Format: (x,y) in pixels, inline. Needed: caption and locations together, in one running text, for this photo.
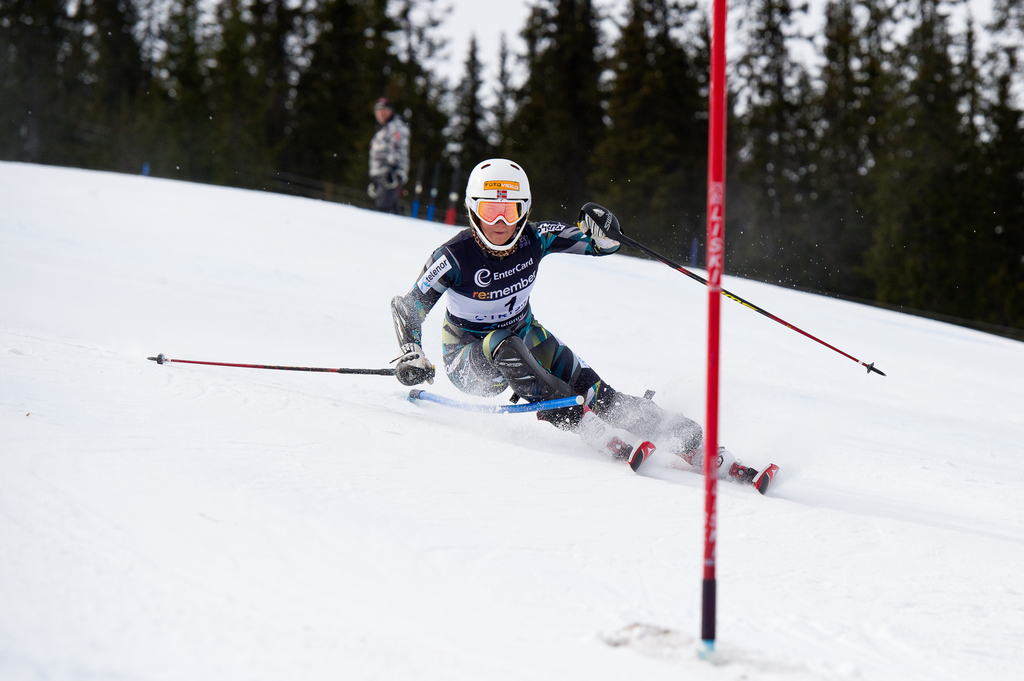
In this image we can see a person (460,269) wearing gloves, goggles (492,210) and helmet (510,174). And he is holding ski sticks (615,223) and skiing with a ski board (650,451) on the snow (499,547). And there is a pole (709,463). In the back (382,181) there is a person (399,125). Also there are trees (887,150).
